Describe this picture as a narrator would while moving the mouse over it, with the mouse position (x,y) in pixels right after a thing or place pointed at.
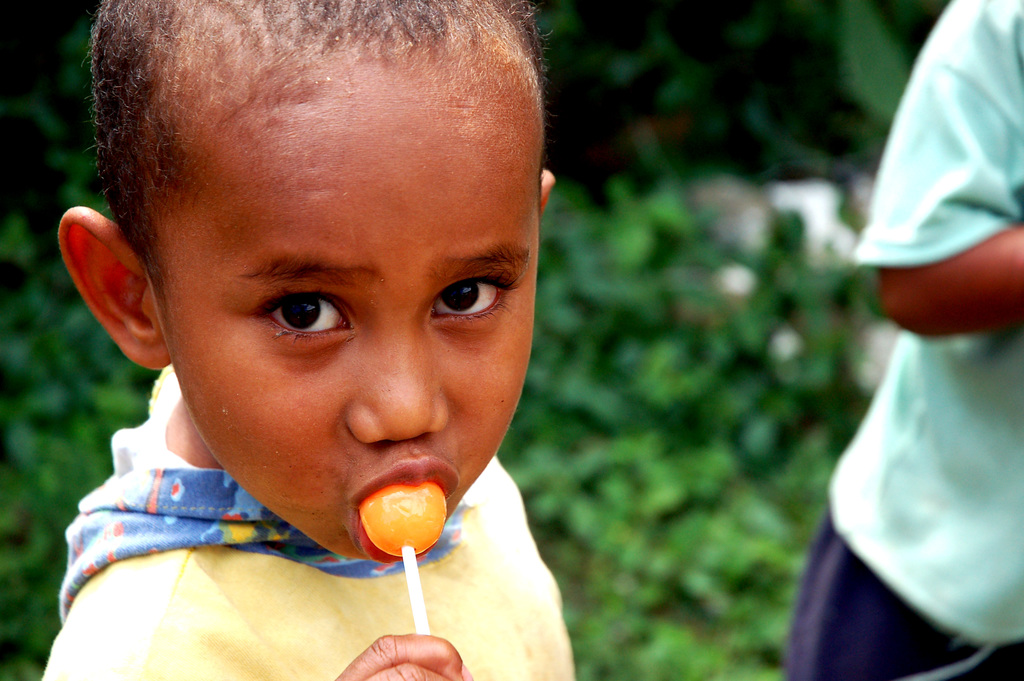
In this image there are two persons (418,321), there is a person (954,261) truncated towards the right of the image (961,240), there is a person (441,658) holding a lollipop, there is a person (388,460) eating a lollipop (399,501), at the background of the image (677,61) there are plants (633,135), there are plants (61,332) truncated towards the left of the image (20,393).
